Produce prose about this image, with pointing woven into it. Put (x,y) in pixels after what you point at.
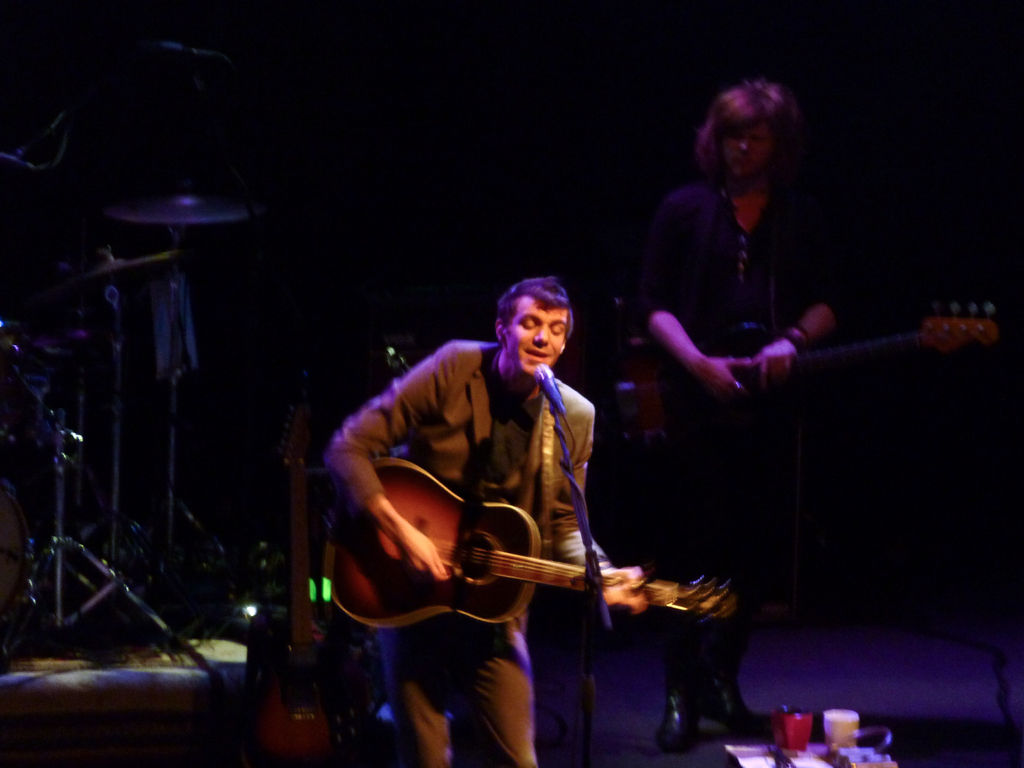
Here a man (489,473) is singing on mic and playing guitar (453,507). Behind there are musical instruments (42,357) and a person (681,287) holding guitar (713,350) in his hand (696,357). On the right (808,738) there are cups (796,729) on a table (764,749).
